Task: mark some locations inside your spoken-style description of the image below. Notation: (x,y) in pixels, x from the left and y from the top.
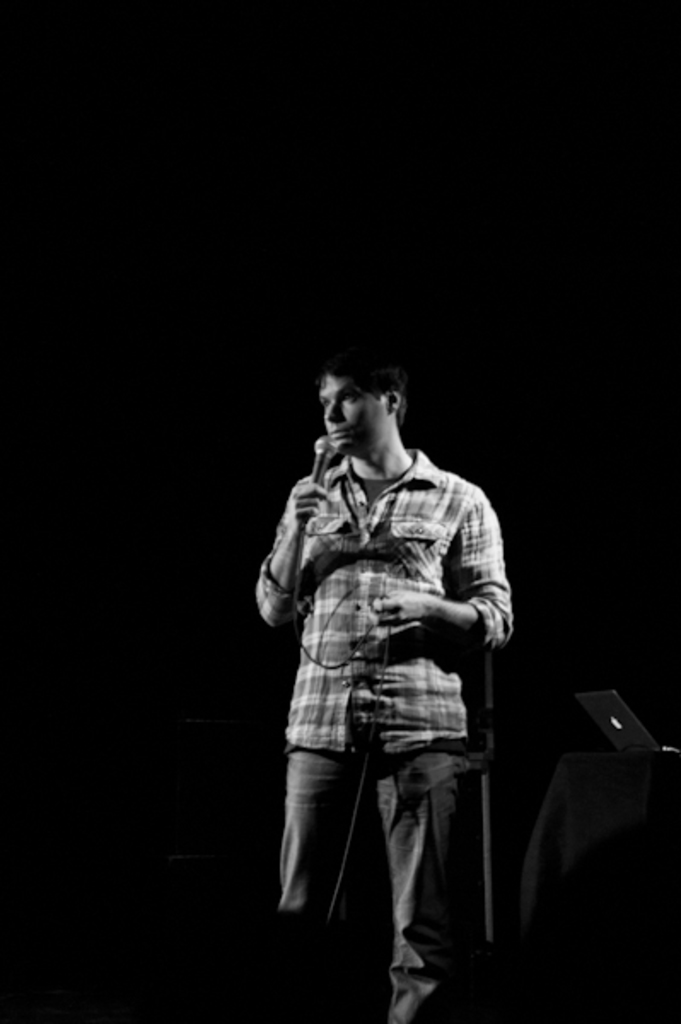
In the middle (398,454) a man (370,485) is standing, he wore shirt (398,578), trouser (325,796) and he is holding a microphone (317,472) in his hand (304,495).
